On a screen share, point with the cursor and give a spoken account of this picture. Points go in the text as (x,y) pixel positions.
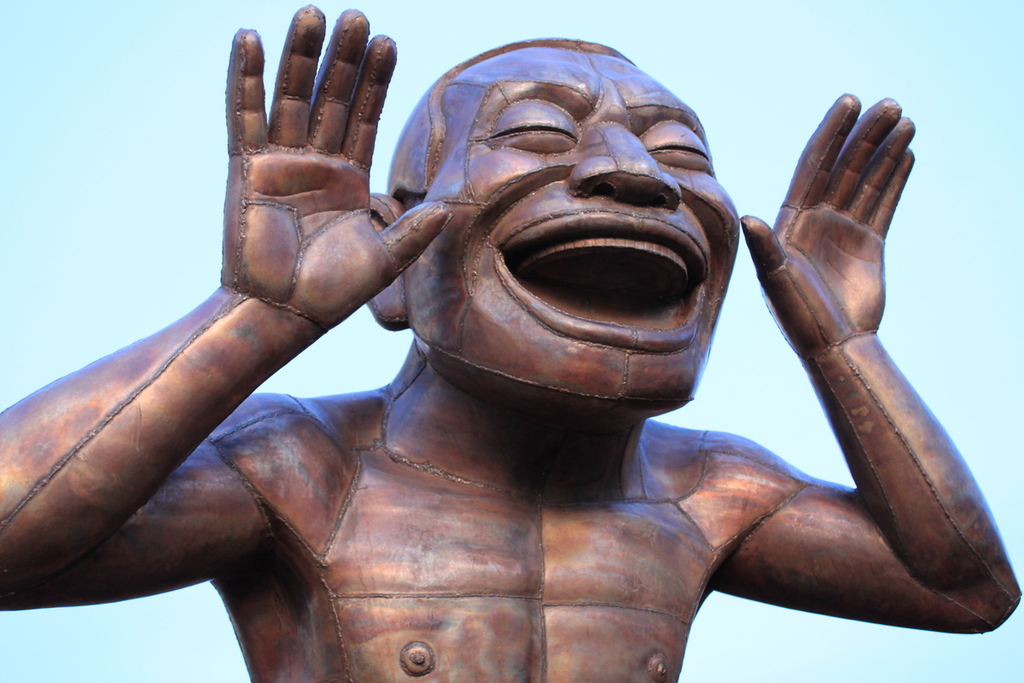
In the center of the image (517,444) we can see one statue (545,480), which is in brown color. In the background (763,11) we can see the sky (996,48).
